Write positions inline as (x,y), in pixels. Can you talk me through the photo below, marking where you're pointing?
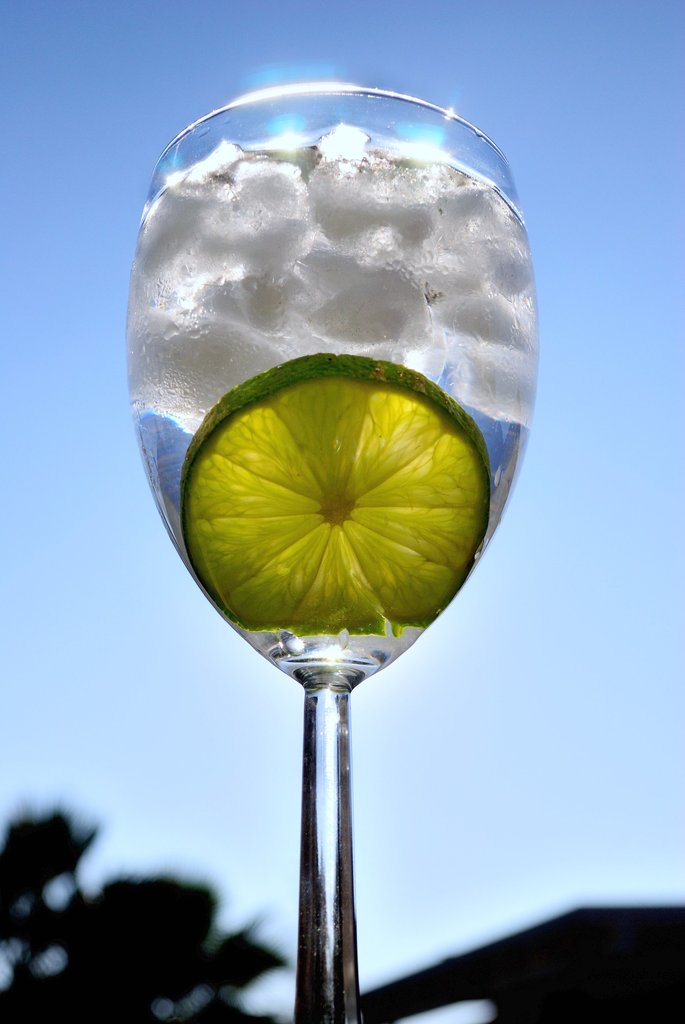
In the middle of this image (385,411), there are ice pieces (351,181) and a lime piece (358,382) in the water (179,260) which is in a glass (281,135). In the background (229,916), there is blue sky (445,809) and other objects (110,900).
